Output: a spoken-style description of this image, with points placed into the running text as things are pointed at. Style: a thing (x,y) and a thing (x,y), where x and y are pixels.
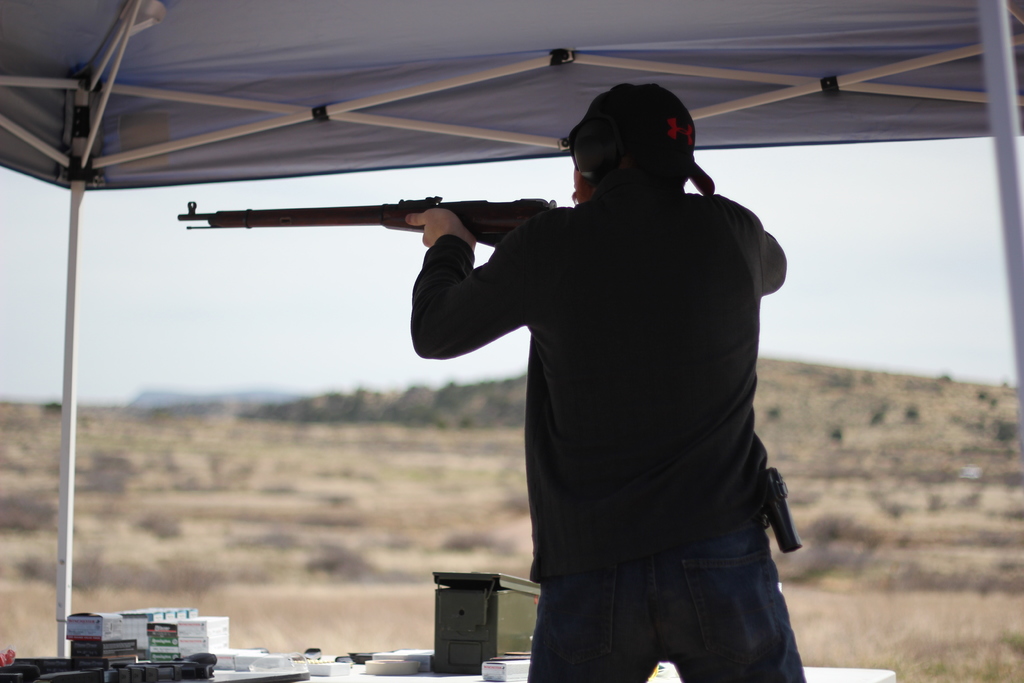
In this picture we can see a person (722,423) holding a gun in hand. There are few boxes (224,633) and other objects (296,664) on the table (231,679). Background (39,630) is blurry.
